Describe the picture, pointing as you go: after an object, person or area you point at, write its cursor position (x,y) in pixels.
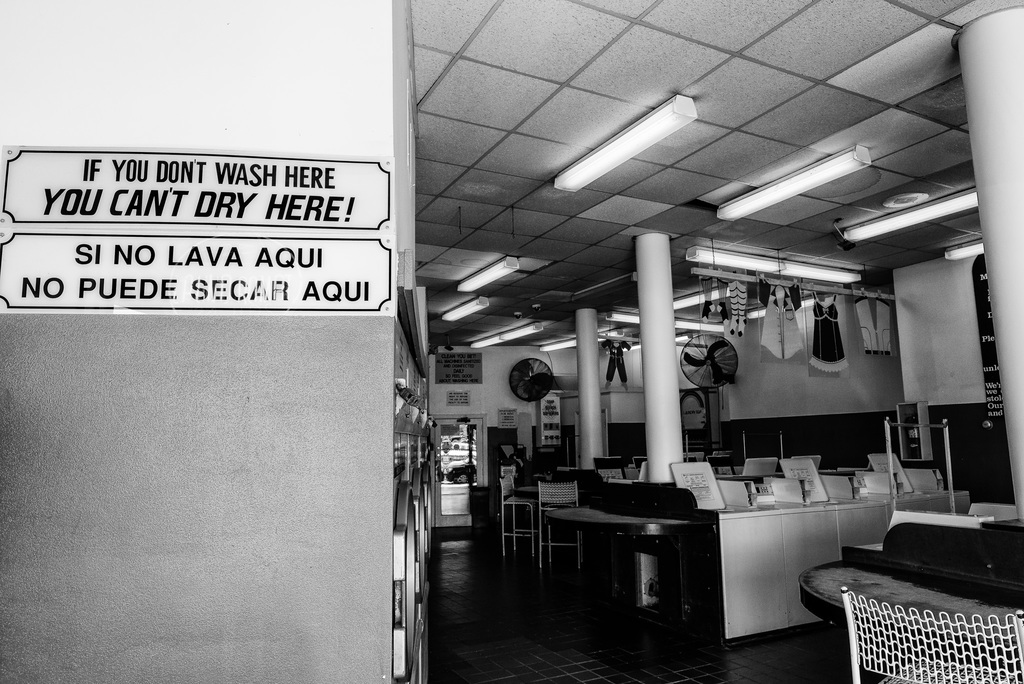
It is the black and white image in which we can see that there are tables (775,548) on which there are boards (787,478) and frames (704,470). There are chairs (529,506) around the table (680,562). At the top (573,173) there is ceiling (548,136) with the lights (593,291). In between the tables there are pillars (663,315). On the left side (177,487) there is a wall (235,336) on which there are two boards (181,233). There are table fans (724,373) attached to the wall (743,383). At the top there are clothes (775,335) which are hanged to the pole (855,293).
